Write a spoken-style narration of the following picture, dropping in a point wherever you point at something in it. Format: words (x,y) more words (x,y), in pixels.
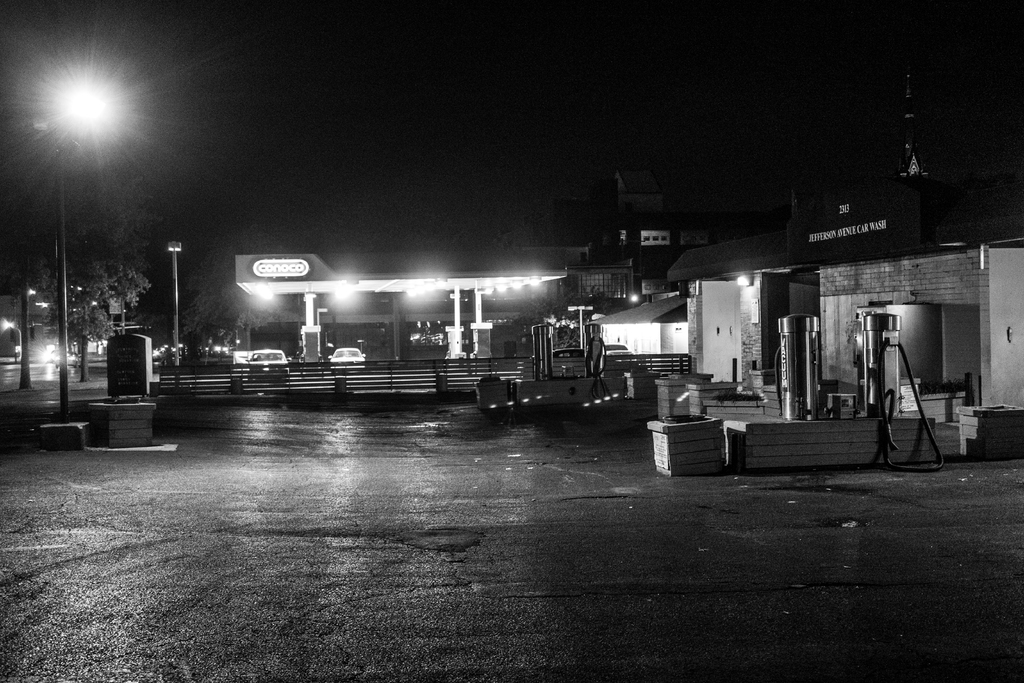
in this image we can see a petrol bunk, few vehicles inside the bunk (321,349), lights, trees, fence (314,367) and in the background (688,225) there are trees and buildings (671,347).
